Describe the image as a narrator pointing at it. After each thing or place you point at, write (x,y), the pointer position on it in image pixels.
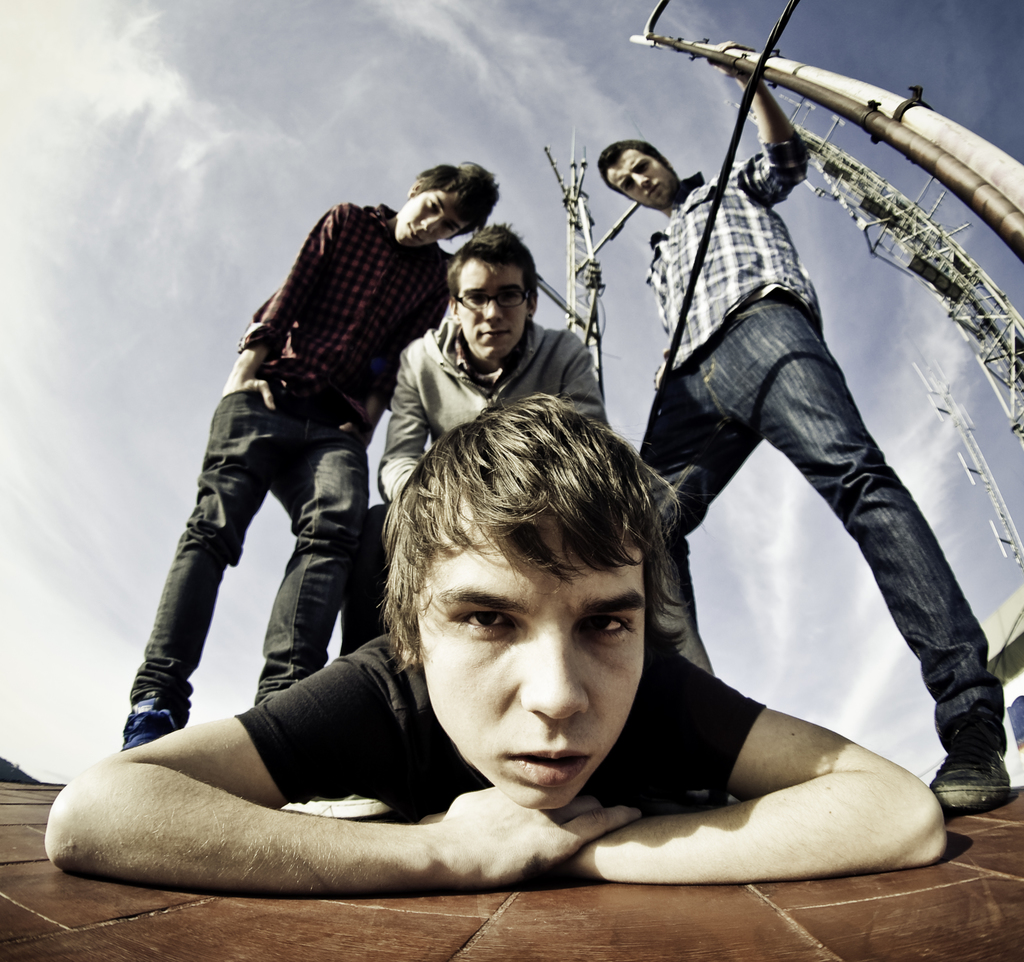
In this picture we can see a boy (423,853) lying on the ground (697,893) and looking at the camera. Behind there are three boys (400,322) standing and giving a pose to the camera. On the top (304,105) we can see the sky (552,312) and clouds (419,133).
